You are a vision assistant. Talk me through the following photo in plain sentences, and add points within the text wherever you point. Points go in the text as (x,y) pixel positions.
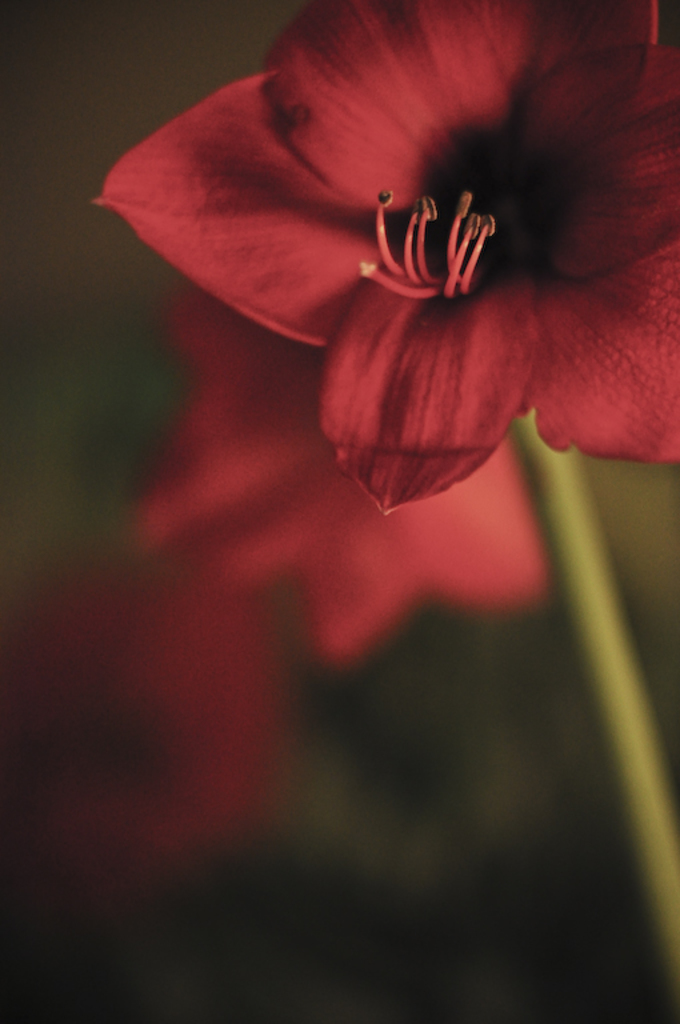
In this image we can see a red color flower (549,296) and stem (586,590). In the background (574,746), we can see flowers (269,509) and greenery (129,478).
